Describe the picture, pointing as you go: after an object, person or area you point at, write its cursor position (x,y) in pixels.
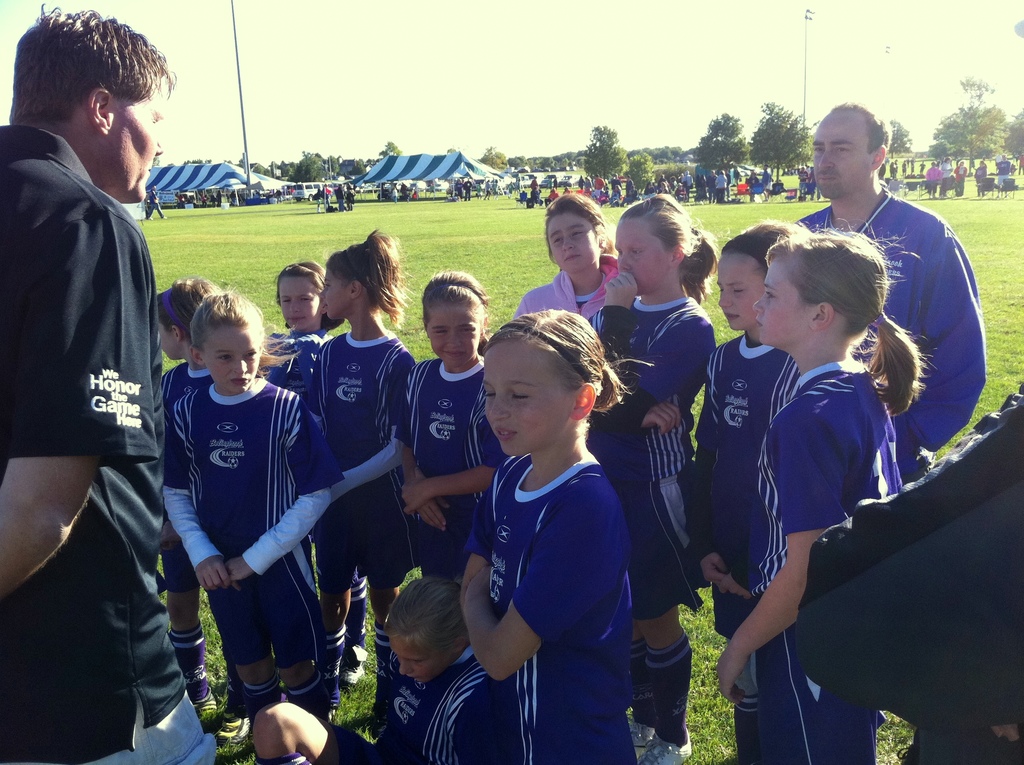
In the center of the image (502,484) we can see some people (149,306) are standing. In the background of the image (1017,131) we can see the ground (399,248), tents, trees (986,137), poles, lights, vehicles (554,176) and a group of people (1021,164) are standing. At the top of the image (342,19) we can see the sky (512,62). At the bottom of the image (399,650) we can see a girl (267,726) is sitting on the ground (699,759).
